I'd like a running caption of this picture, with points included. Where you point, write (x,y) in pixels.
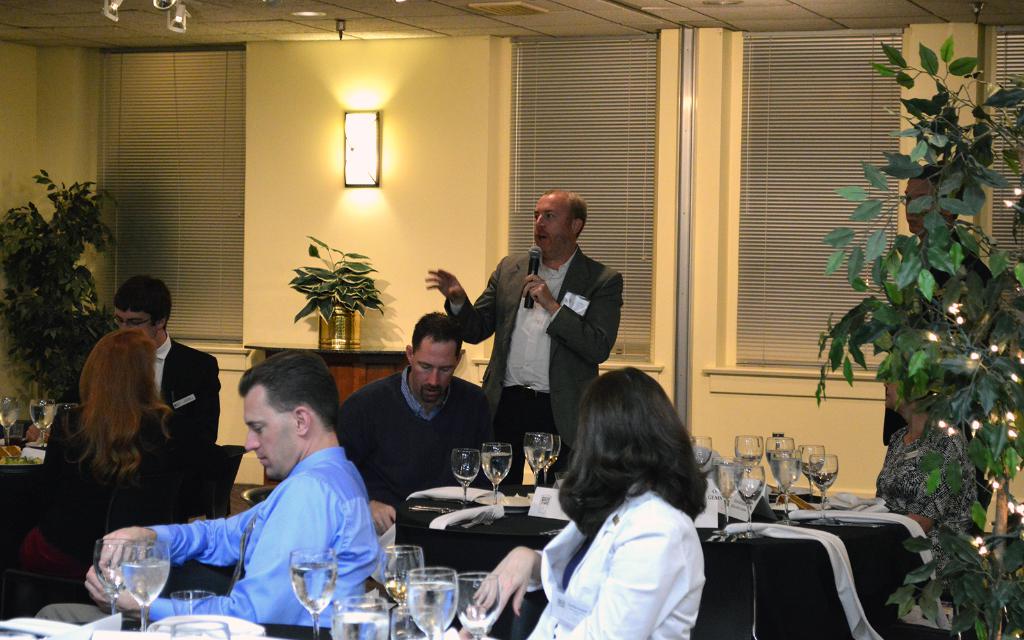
Here we can see a group of people (129,419) are sitting on the chair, and in front (422,543) here is the table (488,534) and glasses (546,441) on it, and here a person (589,320) is standing and holding a microphone (533,254) in his hands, and here is the wall (459,174) and light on it, and here is the flower pot (362,292).
